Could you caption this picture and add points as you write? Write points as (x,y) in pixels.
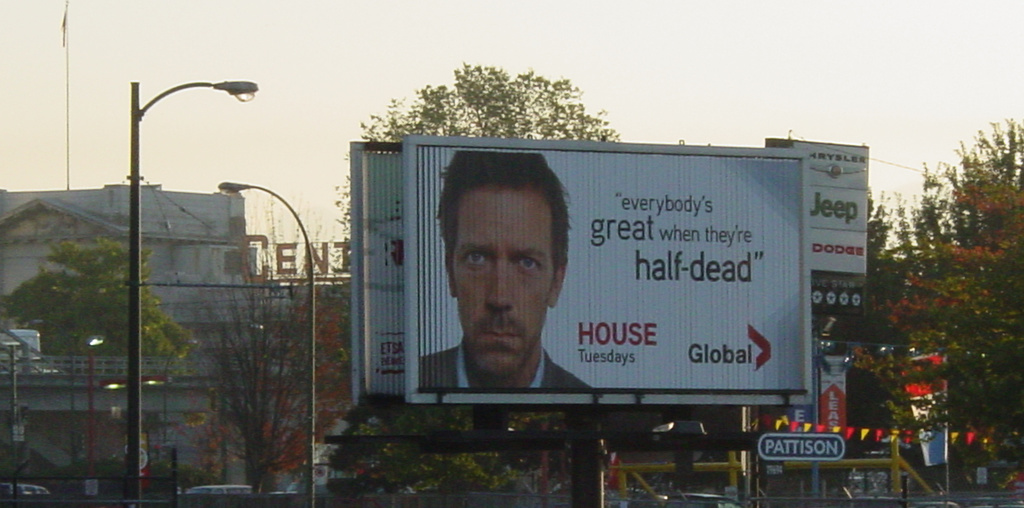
In this image there are few hoardings (633,390) attached to the poles (594,428). Left side there are few street lights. Few vehicles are at the bottom of the image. Left side (23,377) there is a bridge (98,356). Right side (838,407) there are few banners (849,439) attached to the poles (814,368). Background (950,392) there are trees (853,409) and buildings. Top of the image (760,60) there is sky (796,46).
